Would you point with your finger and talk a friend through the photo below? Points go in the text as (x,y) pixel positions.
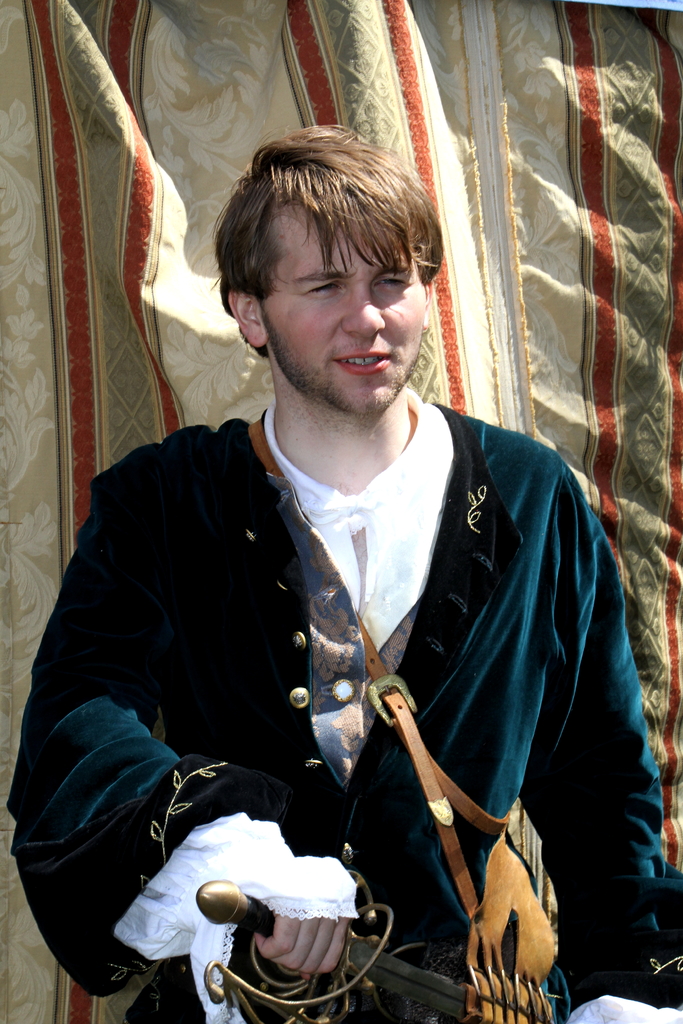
There is one person (291,619) standing and wearing a blue color coat (222,677) and holding a sword (420,983) in the middle of this image (436,629). There is a curtain (288,108) in the background (436,163).
